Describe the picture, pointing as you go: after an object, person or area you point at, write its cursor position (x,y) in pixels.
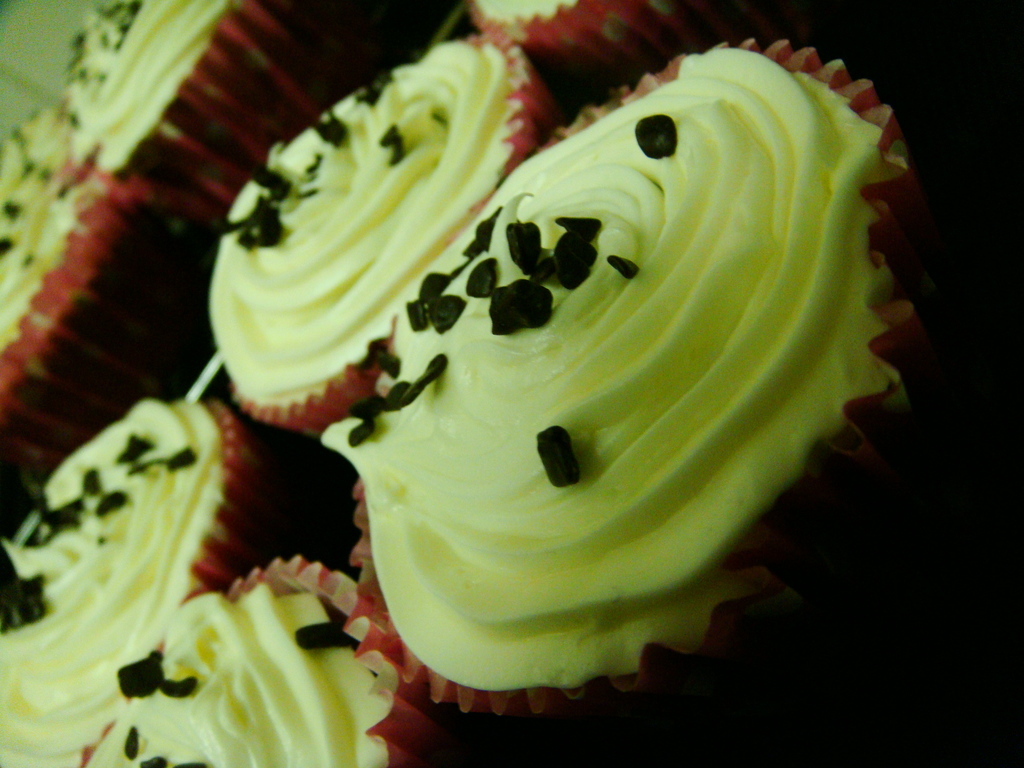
In this image we can see a few cupcakes (519,481) and some chocolate chips (535,273) on the cake (596,349).
